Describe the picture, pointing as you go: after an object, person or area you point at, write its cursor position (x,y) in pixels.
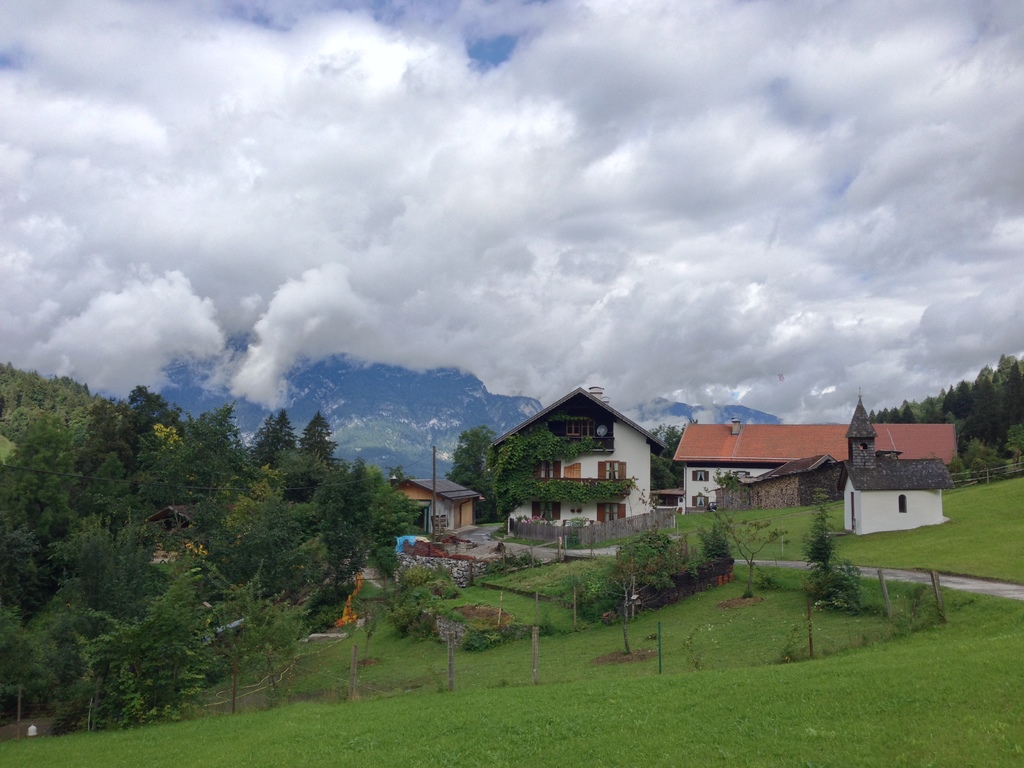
In this image we can see a few houses (553,509), there are some trees (313,582), windows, grass (949,555), poles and a road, in the background (425,309) we can see the sky (443,259) with clouds (468,185).
